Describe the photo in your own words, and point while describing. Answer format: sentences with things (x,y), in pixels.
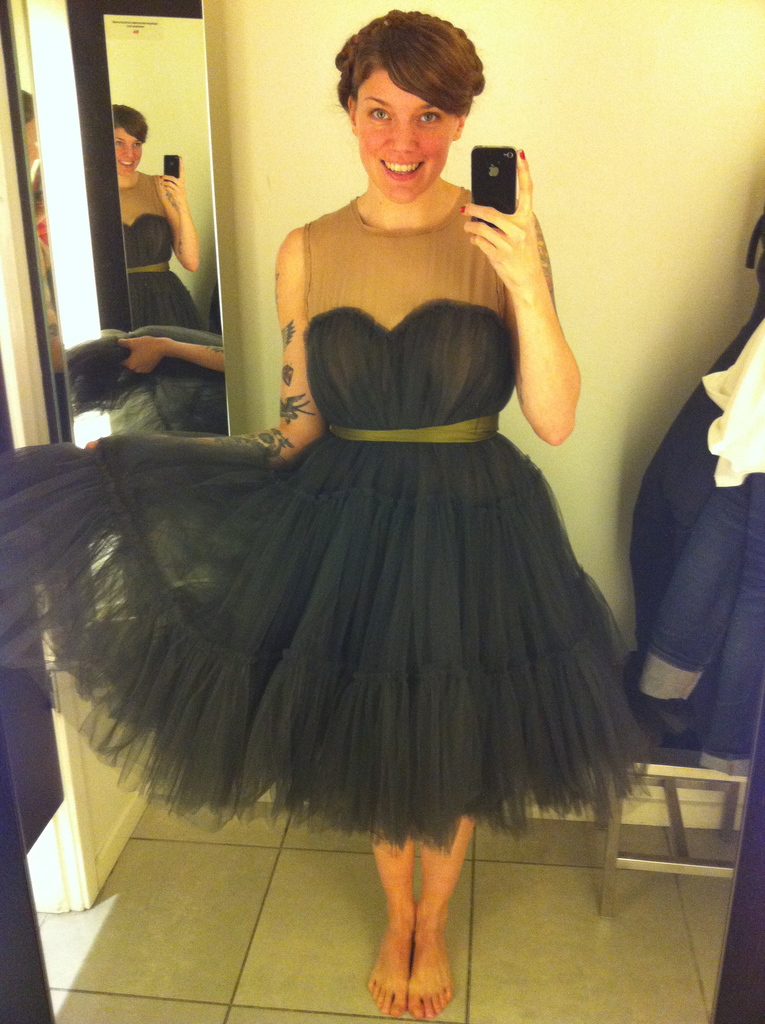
In this image we can see a woman (378,742) standing and holding a phone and taking a photo and we can see the reflection (41,211) in the mirror (148,149) and there are some other objects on the right side of the image (708,743).
